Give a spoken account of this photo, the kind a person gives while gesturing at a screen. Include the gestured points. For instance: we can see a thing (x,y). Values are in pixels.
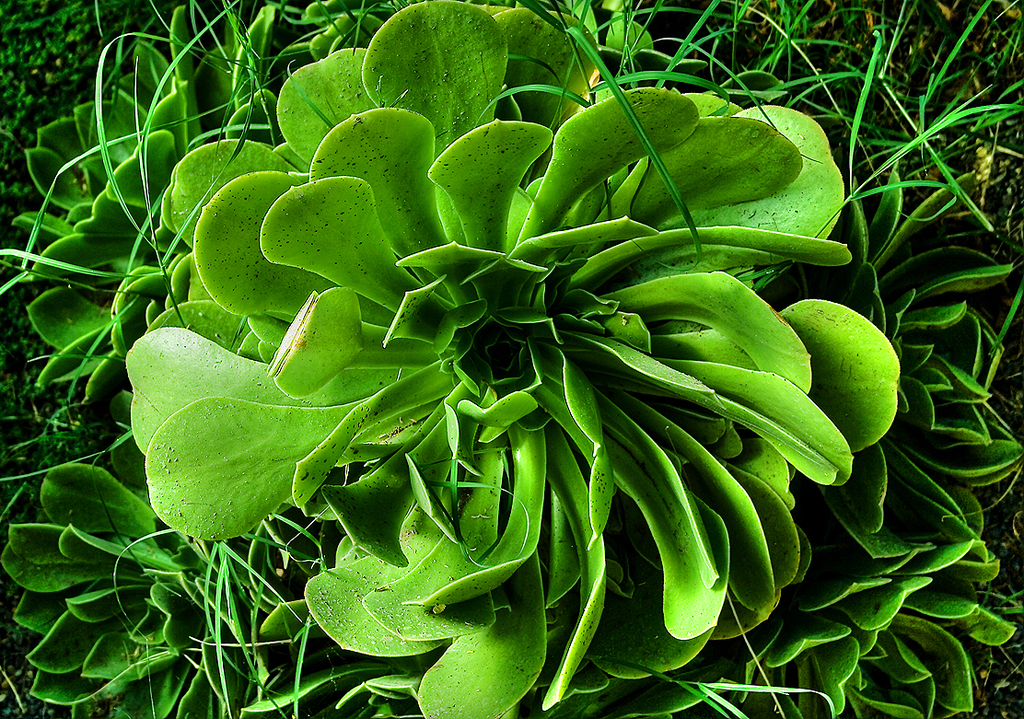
As we can see in the image there are green color plants (494,251).
